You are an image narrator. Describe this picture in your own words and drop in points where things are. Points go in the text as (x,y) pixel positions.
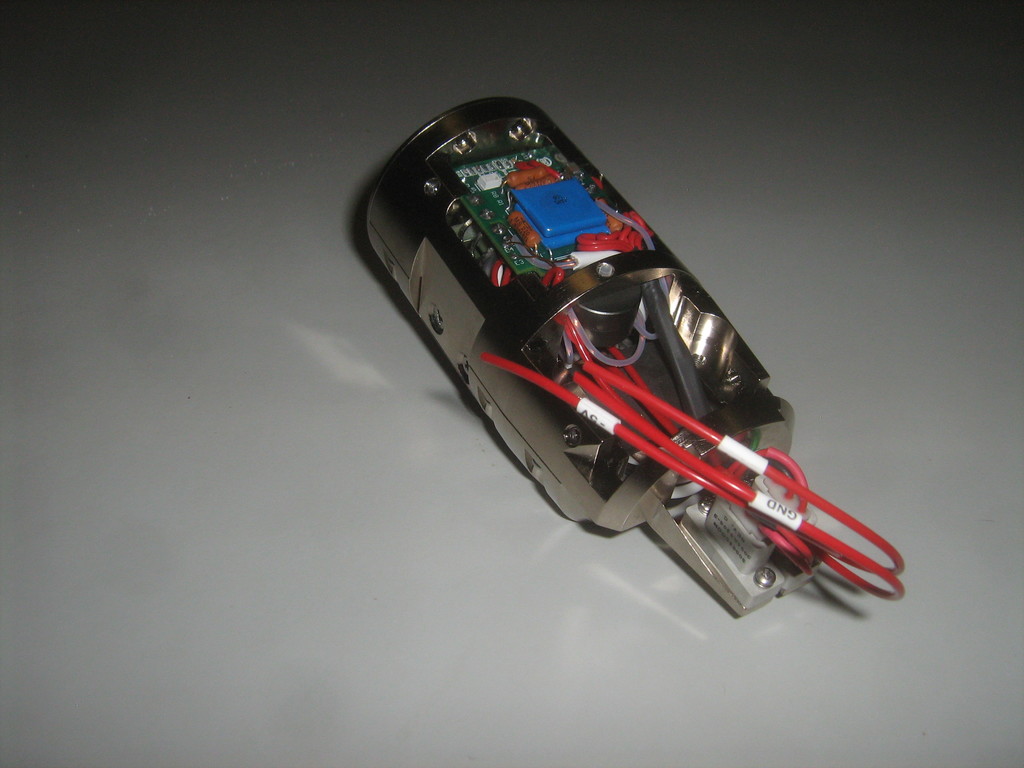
In this picture we can see a device (443,178) with red color wires (688,423) and this is placed on a platform (665,213).
